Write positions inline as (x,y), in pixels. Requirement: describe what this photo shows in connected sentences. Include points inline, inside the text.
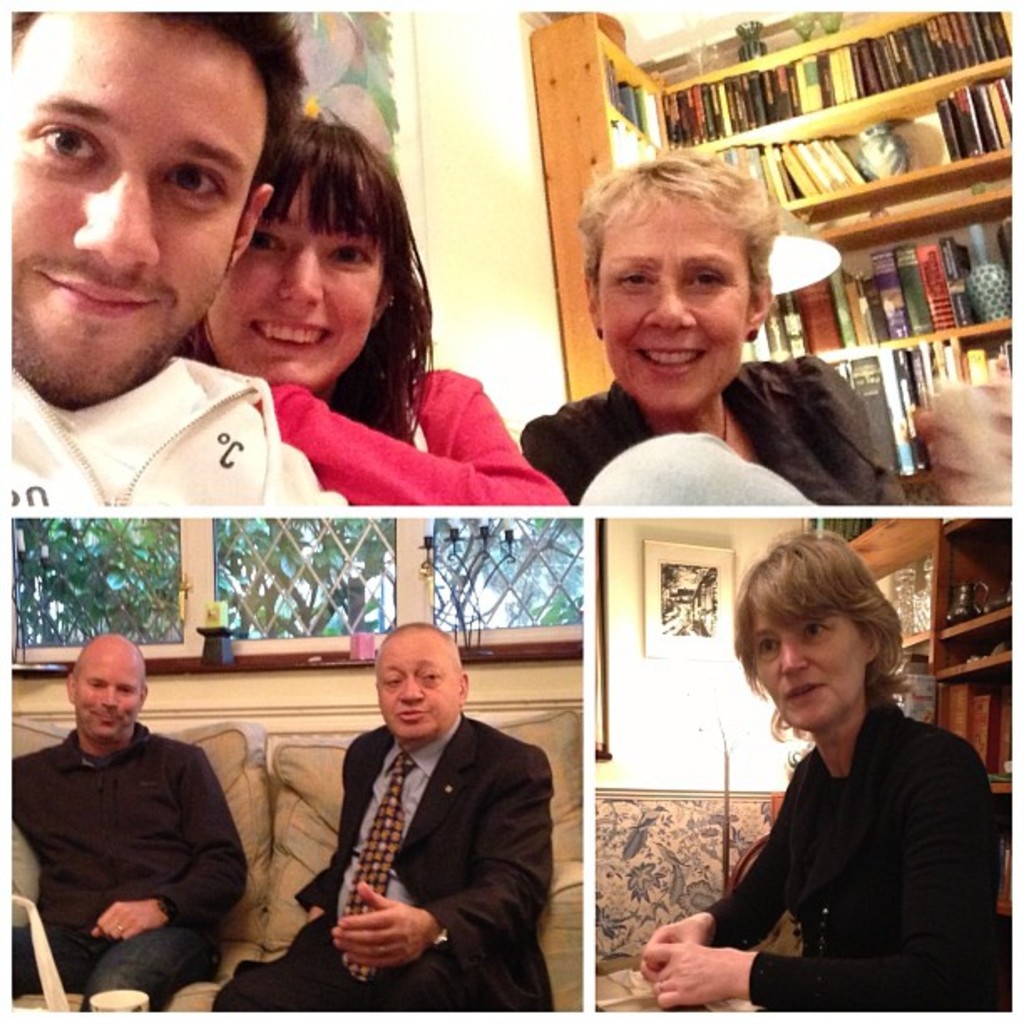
This is an edited picture, on the top (349,178), there is a man (127,369) and two women (620,378) having smile on their faces (200,261) and posing to a camera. In the background (877,112), there is a bookshelf (720,142) and a wall (523,70). On the bottom left side of the image (322,892) consisting of two men (102,766) sitting on a couch (258,959) and there is a glass window (287,597) and a candle holder (450,556) in the background (446,560). On the bottom right side of the image (839,868) consisting of a woman (849,763) in black dress (841,848). In the background (962,660), there is a rack (948,555), lamp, wall (681,726) and a photo frame (696,635) on it.
